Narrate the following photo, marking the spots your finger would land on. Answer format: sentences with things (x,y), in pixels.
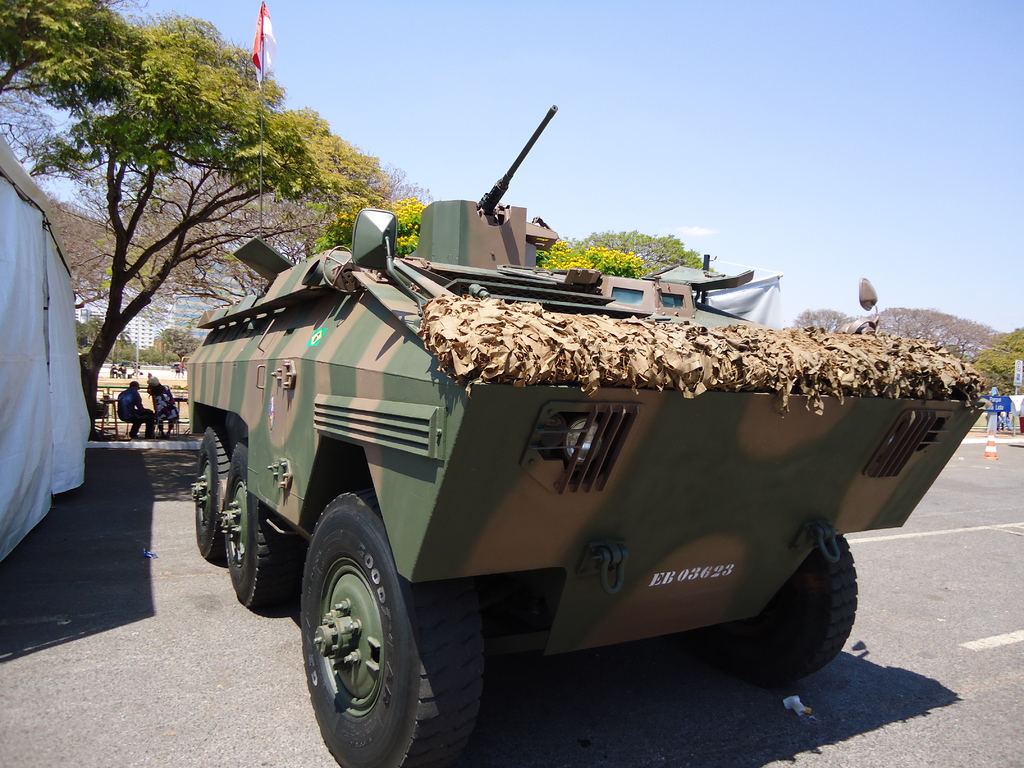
In this picture I can see a battle tank (344,442) on the road (962,668), there is a cone bar barricade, two persons (175,404) sitting on the chairs (170,419), there is a tent (71,316), trees (337,196), a flag (262,29) with a pole (262,96), there is a building (180,311), and in the background (721,176) there is sky (703,108).
